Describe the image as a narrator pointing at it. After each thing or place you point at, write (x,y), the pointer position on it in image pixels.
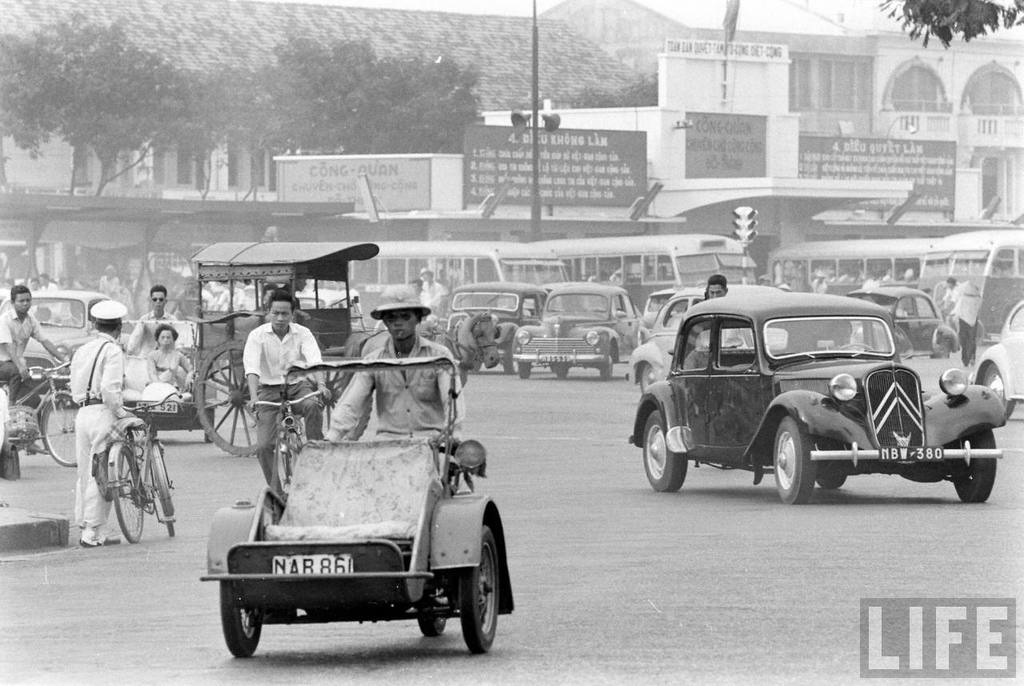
This is a black and white image. There are trees (265,93) on the top (100,82). There are buildings (601,218) on the top (566,196). There are cars (543,350) in the middle (520,327). There are cycles (41,423) on the left side (132,459). There are people (26,336) riding on bicycles (139,470).
